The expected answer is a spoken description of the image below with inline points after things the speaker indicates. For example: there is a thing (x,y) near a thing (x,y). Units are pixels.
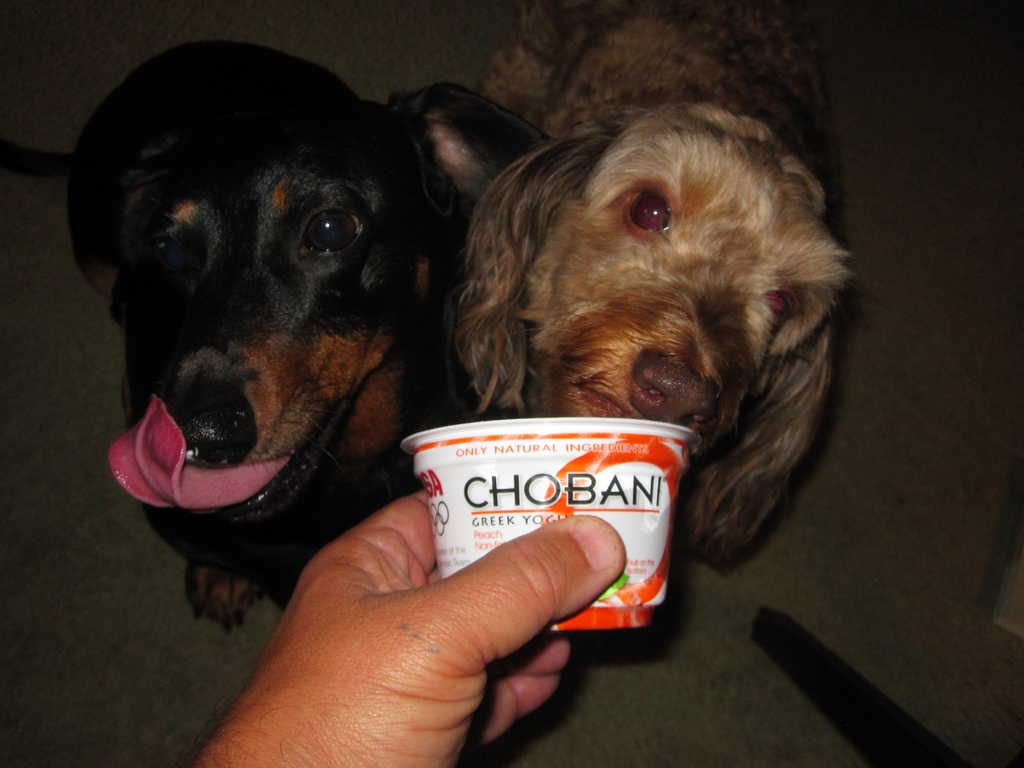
In this image there are dogs (465,329), there is a dog (577,253) truncated towards the top of the image (654,76), there is a dog (143,286) truncated towards the left of the image (119,170), there is a person's hand (383,638) truncated towards the bottom of the image (368,697), there is an object (506,528) in the person's hand (542,546), there is an object (831,681) truncated towards the bottom of the image (772,638), there is an object (1004,557) truncated towards the right of the image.
